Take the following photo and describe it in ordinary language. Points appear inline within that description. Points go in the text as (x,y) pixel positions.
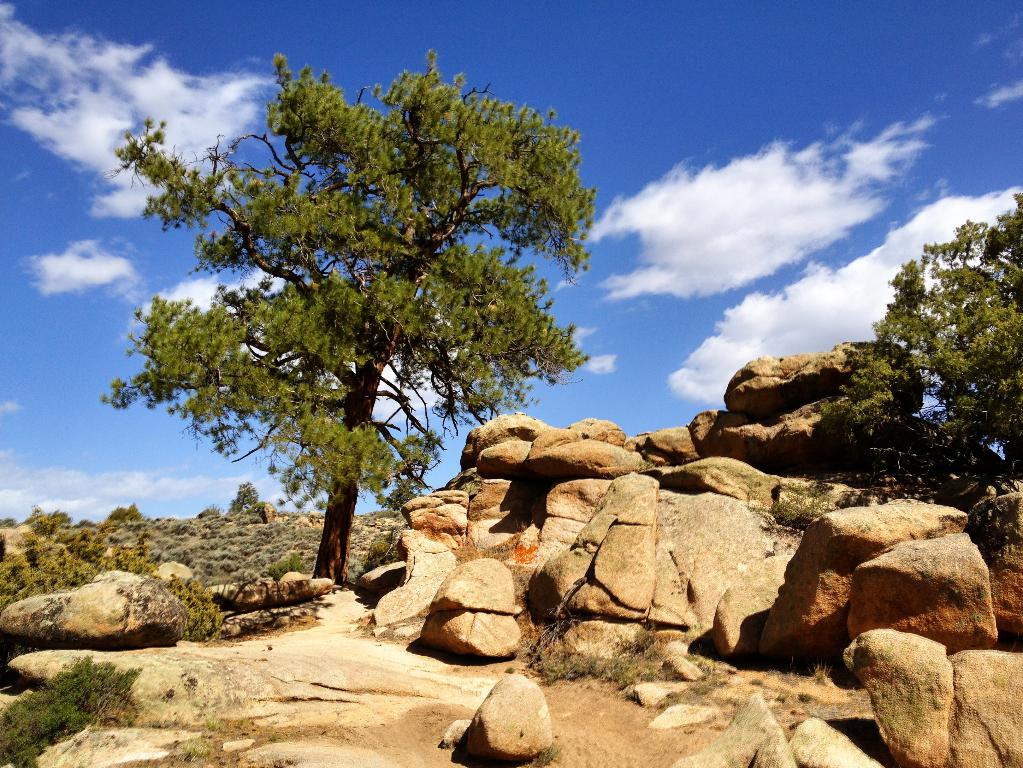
In this image I can see the rocks (550,479) and trees (420,432). To the left (217,551) I can see the grass (90,535). In the background (55,510) I can see the clouds (726,177) and the sky (591,90).
